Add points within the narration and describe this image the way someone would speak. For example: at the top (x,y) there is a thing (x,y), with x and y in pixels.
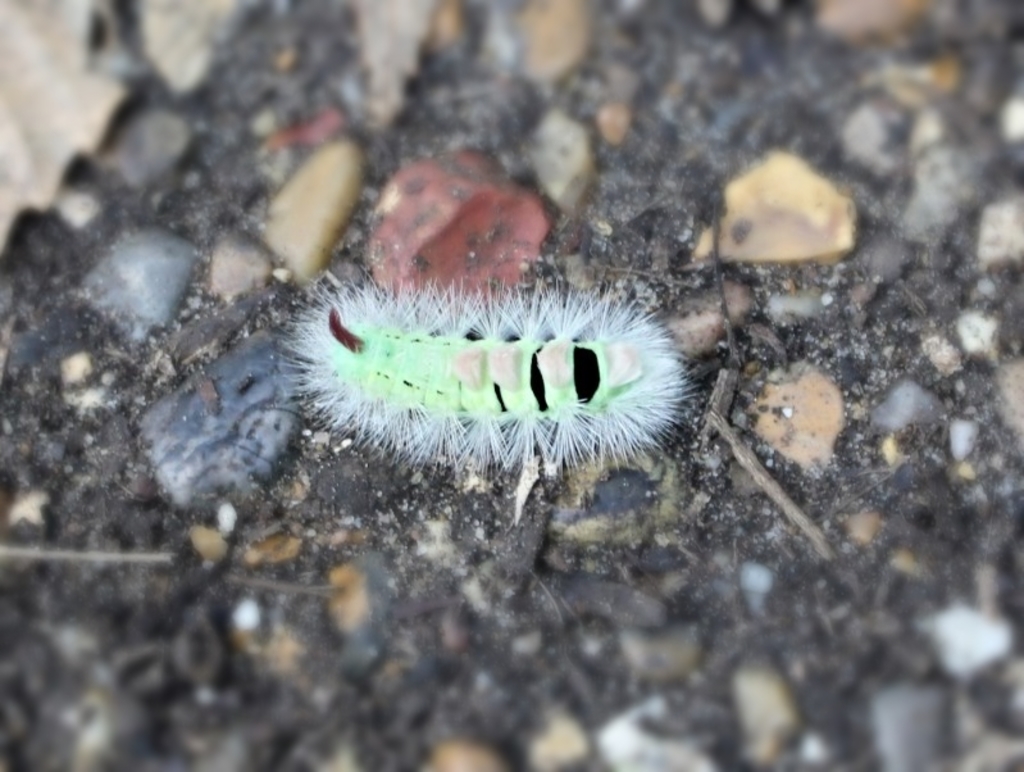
In the picture I can see an insect (521,441) on the ground (501,594). I can also see stones (594,472) on the ground (470,482). This image is little bit blurred.
